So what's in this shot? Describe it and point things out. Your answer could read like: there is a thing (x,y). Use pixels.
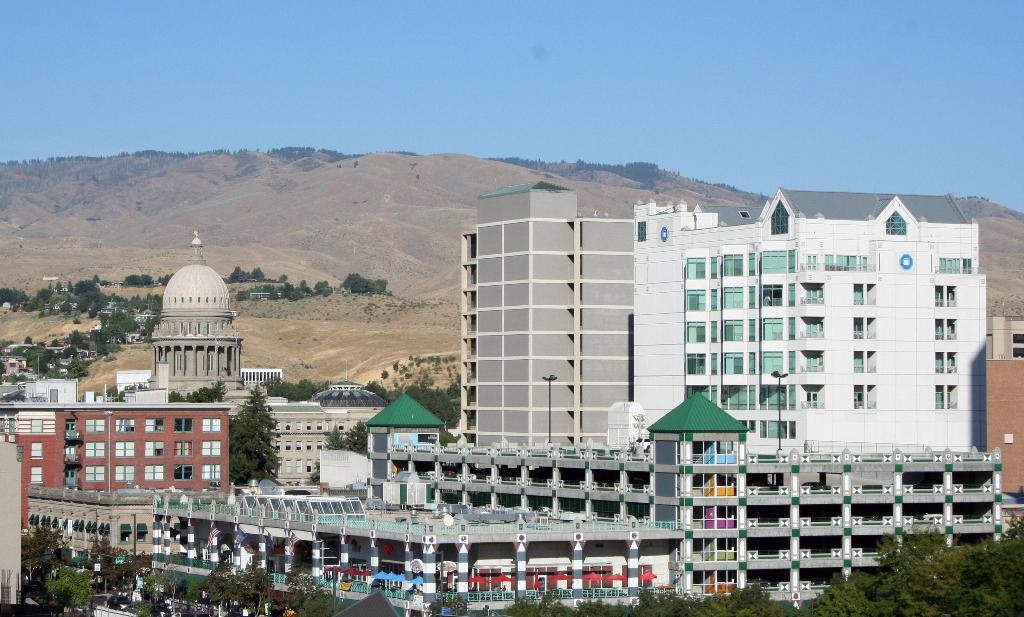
At the bottom of the image (93,522) we can see some trees (957,590) and buildings (712,221). Behind the buildings (483,330) we can see a hill (413,156). At the top of the image (498,156) we can see the sky (1015,33).
